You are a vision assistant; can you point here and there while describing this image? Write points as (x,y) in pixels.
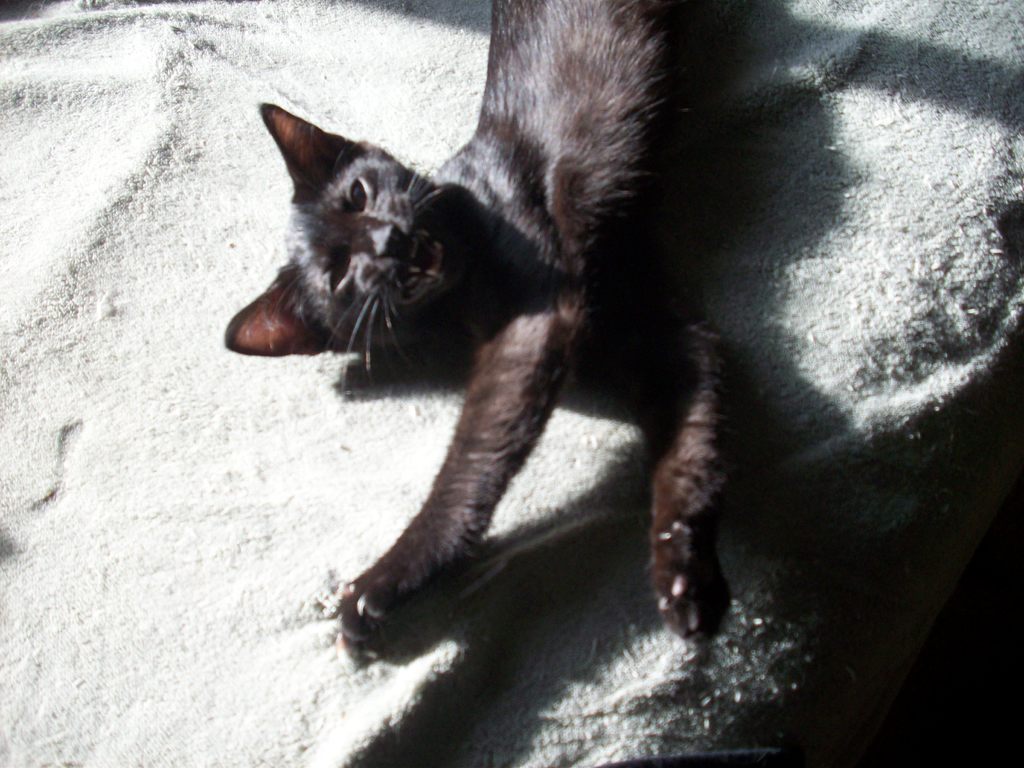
In the foreground of this image (482,369), there is a black cat (523,185) on the white surface (191,383).
